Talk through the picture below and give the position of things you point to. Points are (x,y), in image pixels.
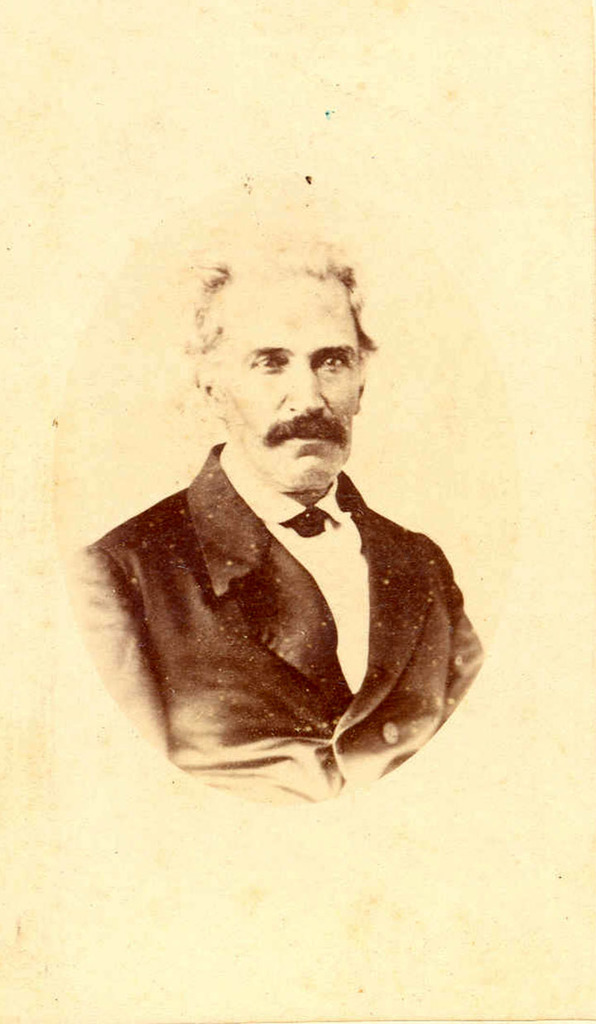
In this image we can see photo of a human being (321,642) who is wearing black color suit (292,691).
